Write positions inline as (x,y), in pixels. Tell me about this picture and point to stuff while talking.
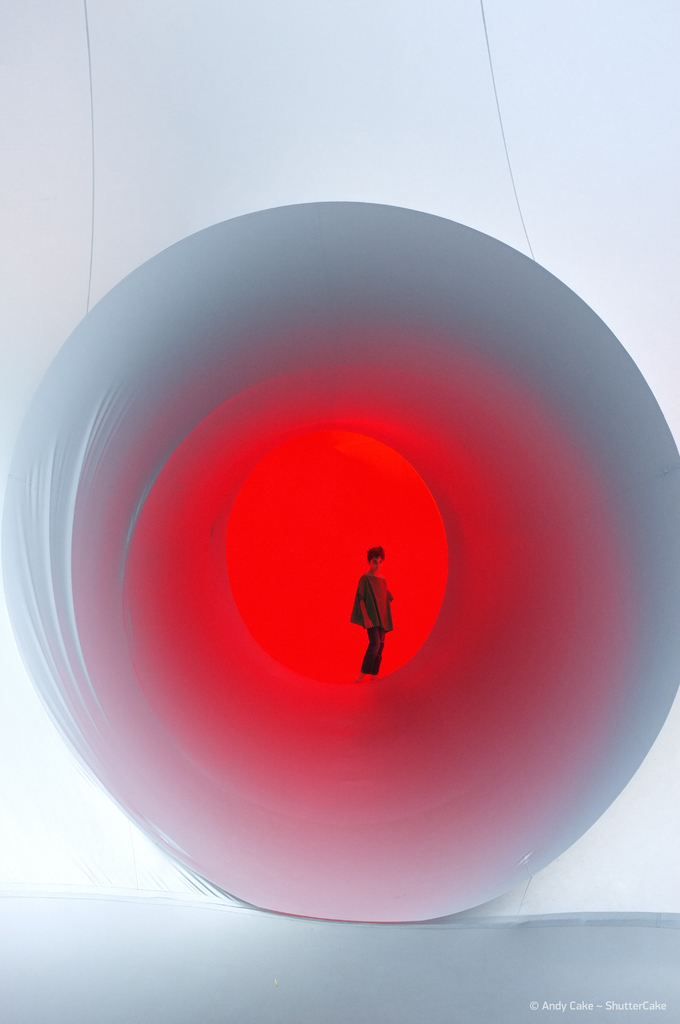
This is a photograph. In this image, in the middle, we can see person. In the background (315,659), we can see red color and white color.
